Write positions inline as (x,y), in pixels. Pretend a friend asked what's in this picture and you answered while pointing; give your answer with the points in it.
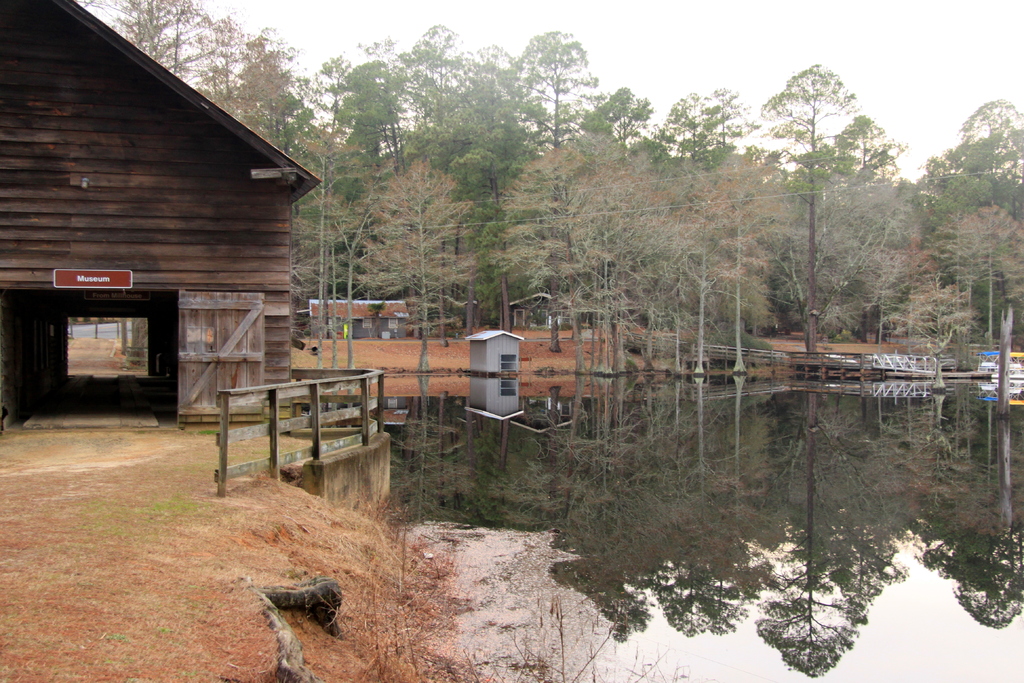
In this image we can see a water body (502,521), wooden house (185,390), fence (314,404), dock (800,355) and trees (605,213). At the top of the image (414,30), we can see the sky (401,30).
